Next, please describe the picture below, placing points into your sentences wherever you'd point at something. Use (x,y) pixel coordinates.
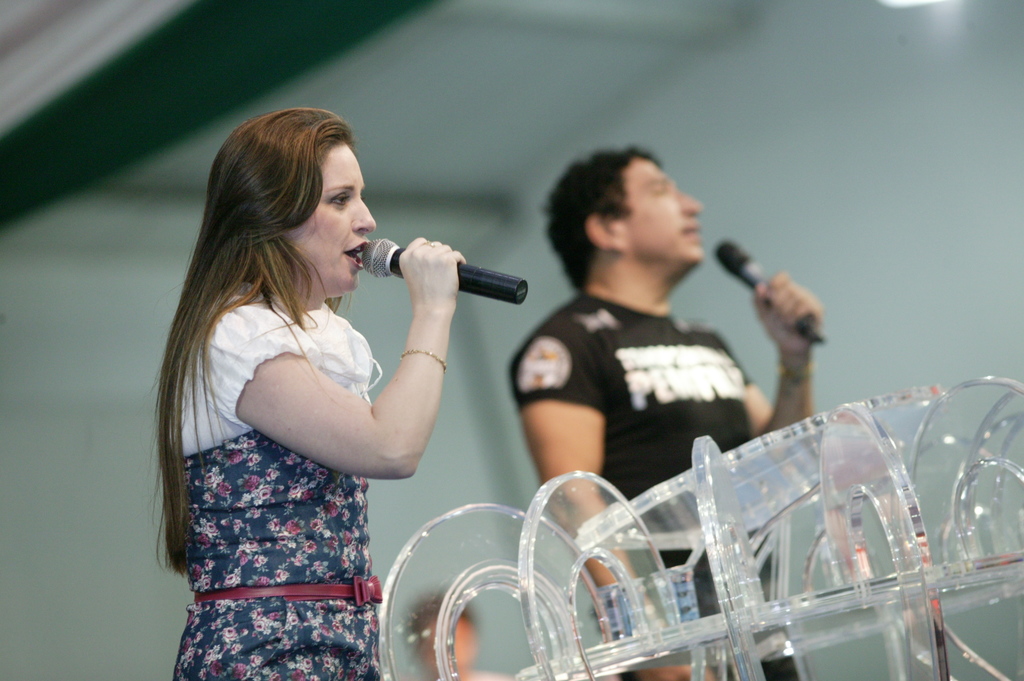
In this image, we can see two persons (628,370) wearing clothes (275,483) and holding mics (737,260) with their hands (789,307). There is an object (697,517) in the bottom right of the image (783,567). In the background (91,414), image is blurred.
